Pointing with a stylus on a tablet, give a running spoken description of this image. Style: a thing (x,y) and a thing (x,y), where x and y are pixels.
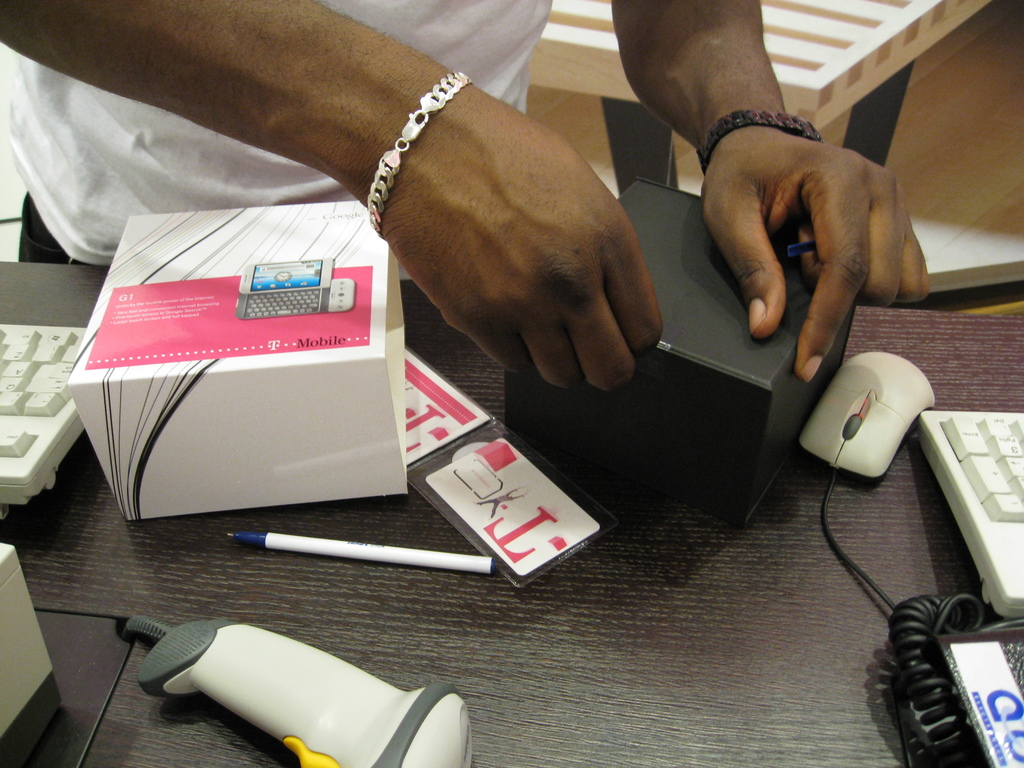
In this image I see person's hand (720,186) and there are two boxes (722,371), a pen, a mouse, two keyboards (32,395) and other things (964,748) on the table (261,550) and I can also see this person (1,20) is wearing a white t-shirt (113,219).
